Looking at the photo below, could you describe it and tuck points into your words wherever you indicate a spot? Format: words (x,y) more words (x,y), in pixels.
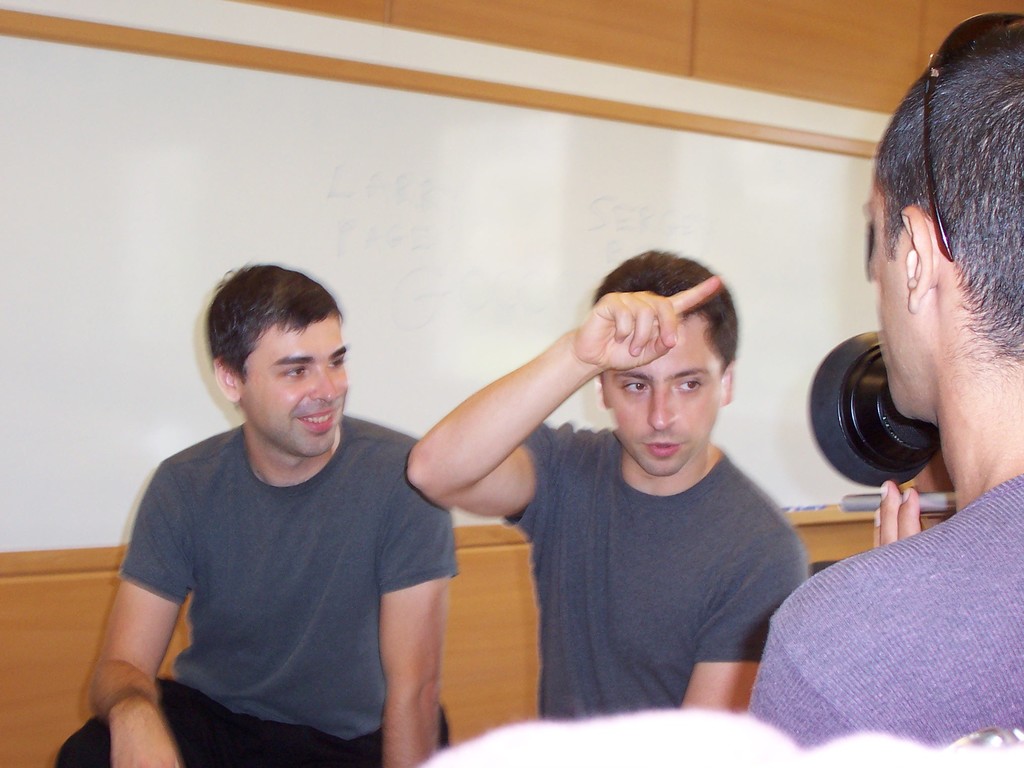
In this image, there are two men (428,646) sitting. On the right side of the image (880,626), I can see another person (936,539) holding an object (846,424) in his hands (916,501). This looks like the wall (500,279).
